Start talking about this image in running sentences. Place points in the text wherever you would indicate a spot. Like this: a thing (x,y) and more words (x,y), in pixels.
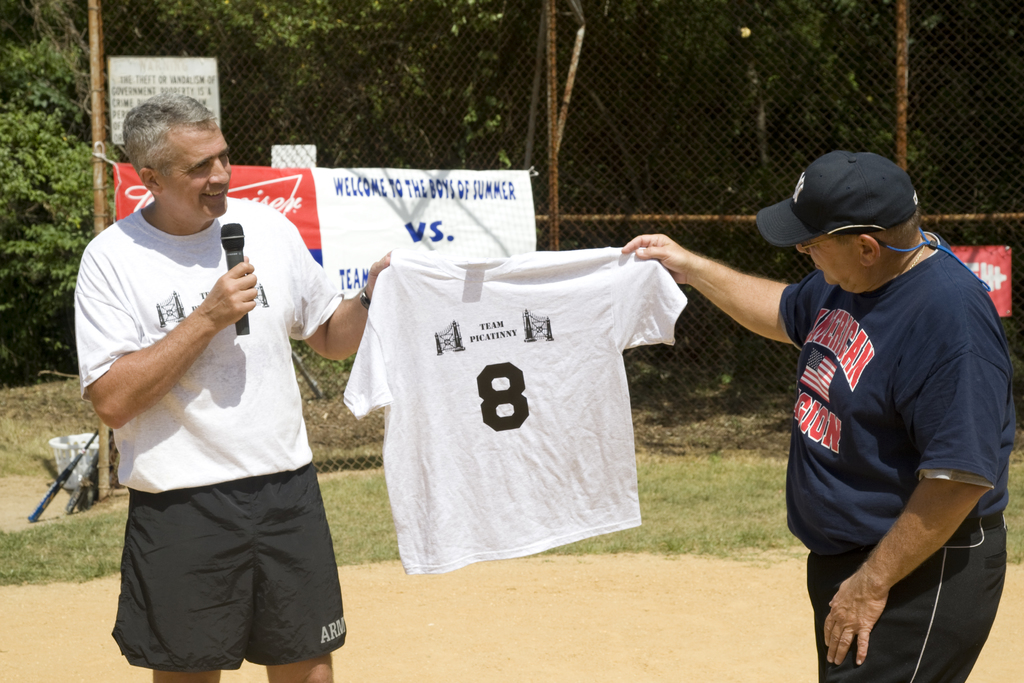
In this image in the foreground (828,391) there are two persons (828,378) who are standing, and one person (242,289) is holding a mike (242,321) and these two are holding a t shirt (527,355). In the background (394,235) there is a net (263,113) and some boards (381,230) are attached to that net (432,132), at the bottom (718,621) there is grass (746,500) and sand (683,621) and in the background (226,63) there are some trees (496,79).
